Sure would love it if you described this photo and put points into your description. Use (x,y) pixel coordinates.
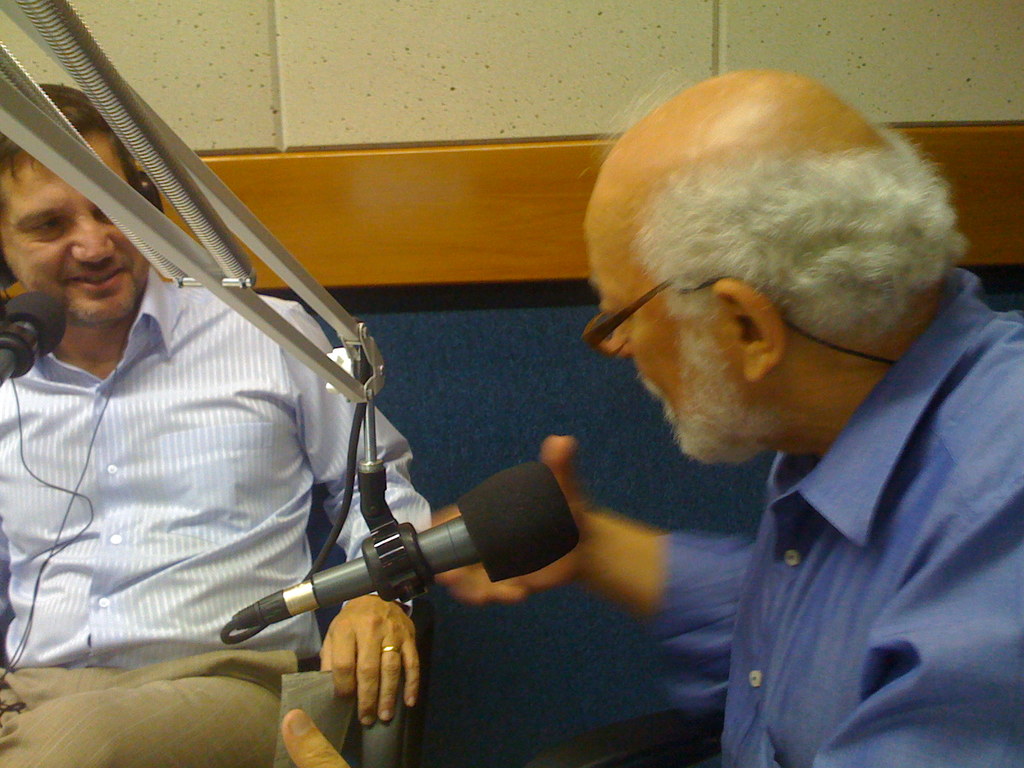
In this image we can see two persons (781,396) sitting. In the foreground (544,531) we can see a mic (495,521) with stand (302,361). On the left side (160,372), we can see a person (79,211) wearing headphones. Behind the person (171,367) we can see a wall (499,317) with tiles (458,102).
